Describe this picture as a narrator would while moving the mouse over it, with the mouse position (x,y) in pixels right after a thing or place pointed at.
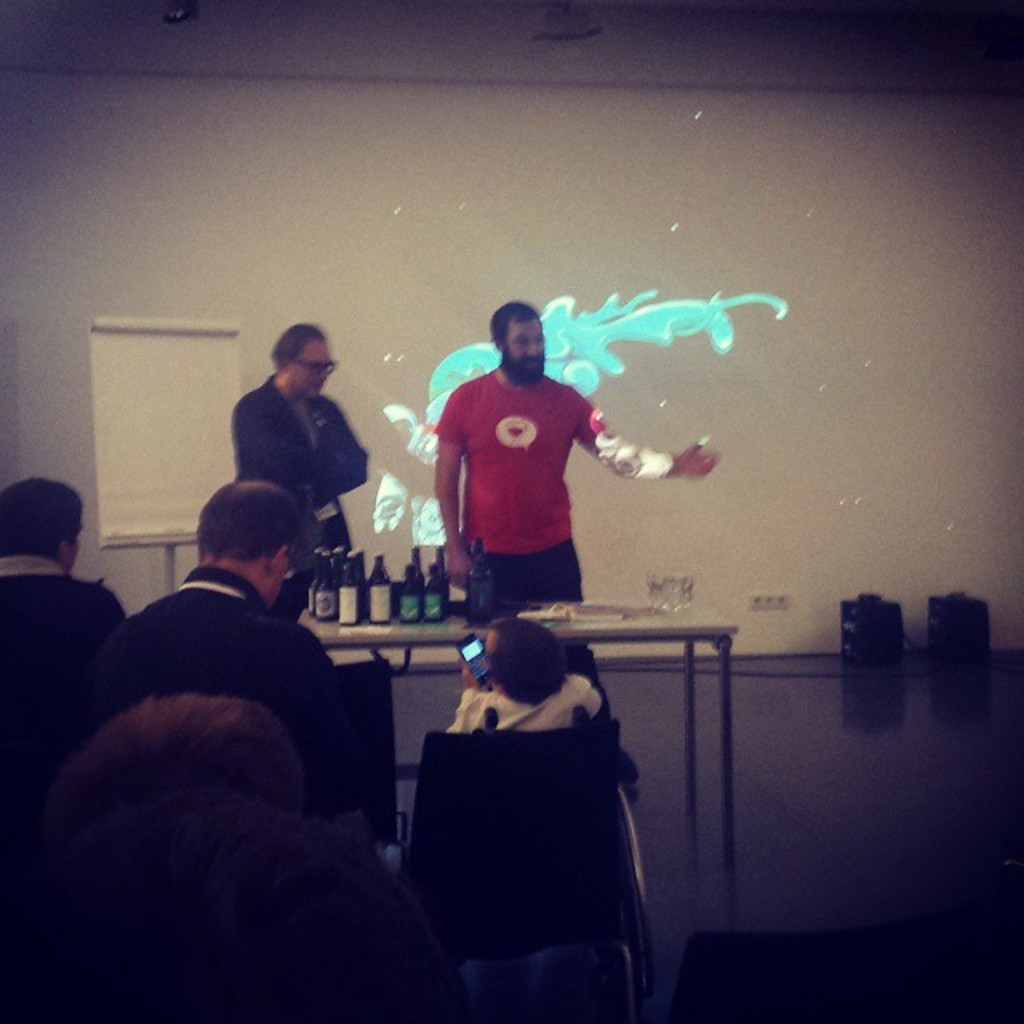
There are few persons (338,968) sitting on the chairs (543,853). This is a table (688,737). On the table (522,614) there are bottles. There are two persons (574,428) standing on the floor (814,881). In the background (179,534) we can see a board (179,362) and a wall (856,487).
